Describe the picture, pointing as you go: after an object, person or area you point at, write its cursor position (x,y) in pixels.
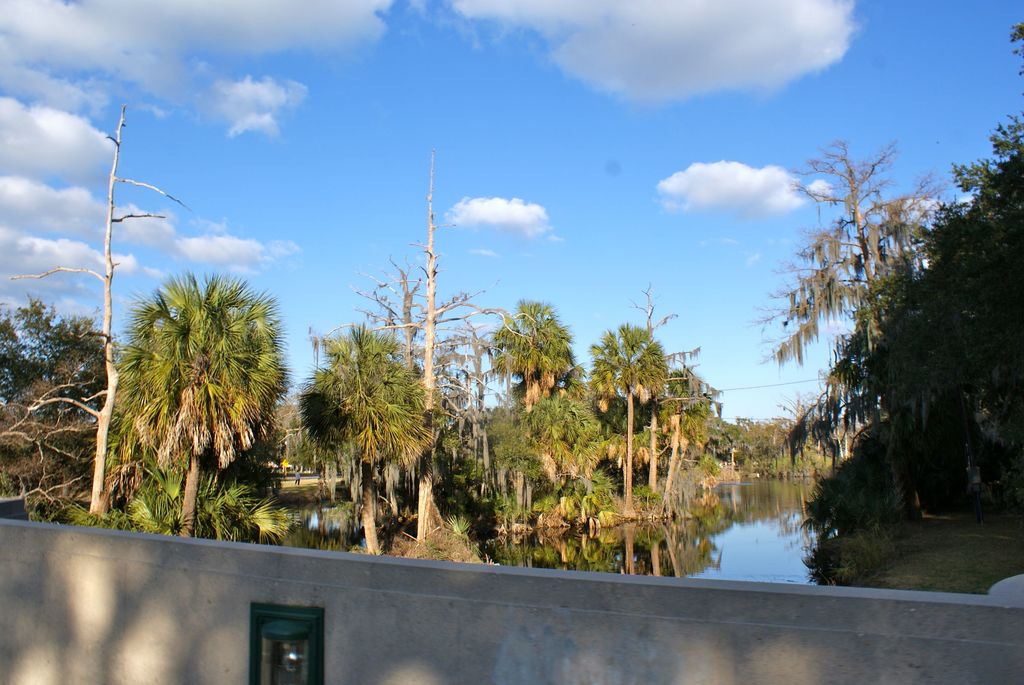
In this picture we can see wall (745,633), water (768,573) and grass (962,555). There is a person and we can see trees (1001,190). In the background of the image (672,193) we can see the sky (517,125).
